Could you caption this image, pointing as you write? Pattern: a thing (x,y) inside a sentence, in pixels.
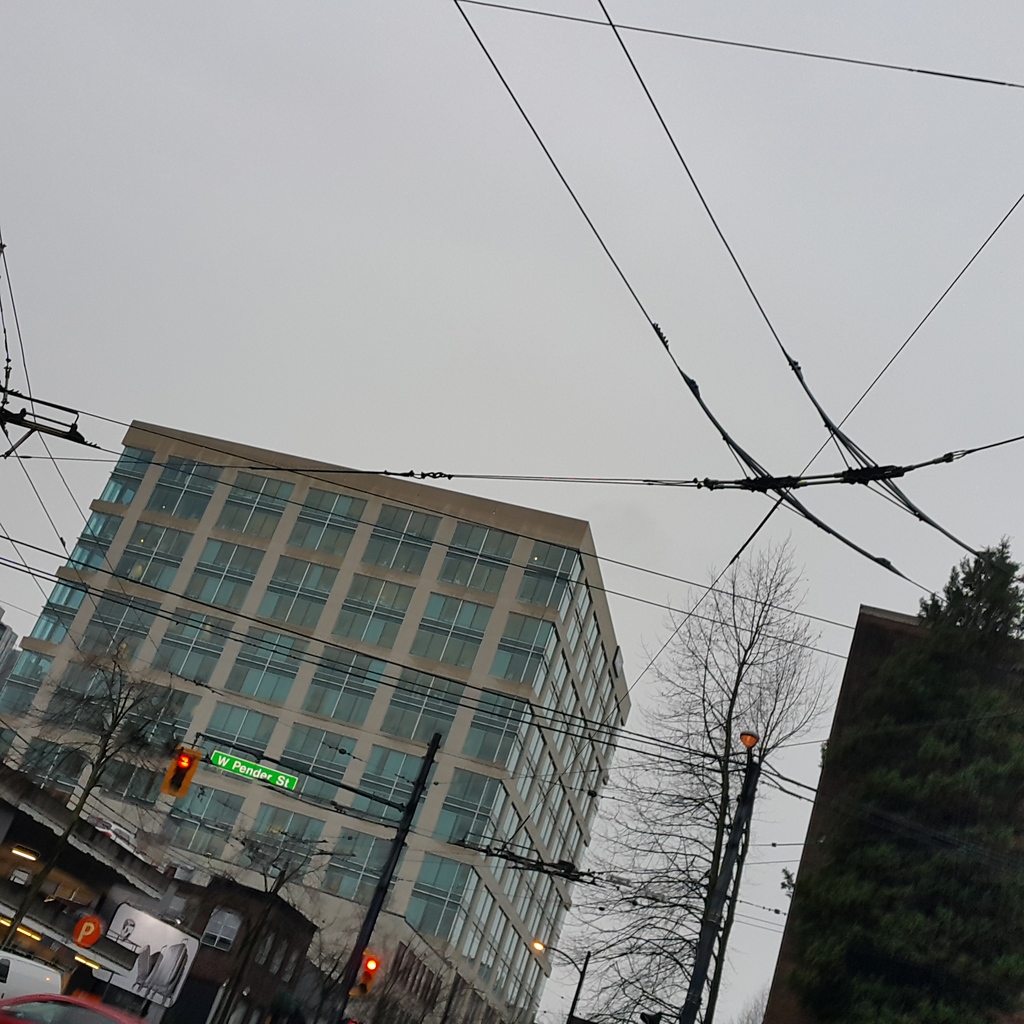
In this picture we see a few trees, traffic signals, pole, buildings (307,941). There are few vehicles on the path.
